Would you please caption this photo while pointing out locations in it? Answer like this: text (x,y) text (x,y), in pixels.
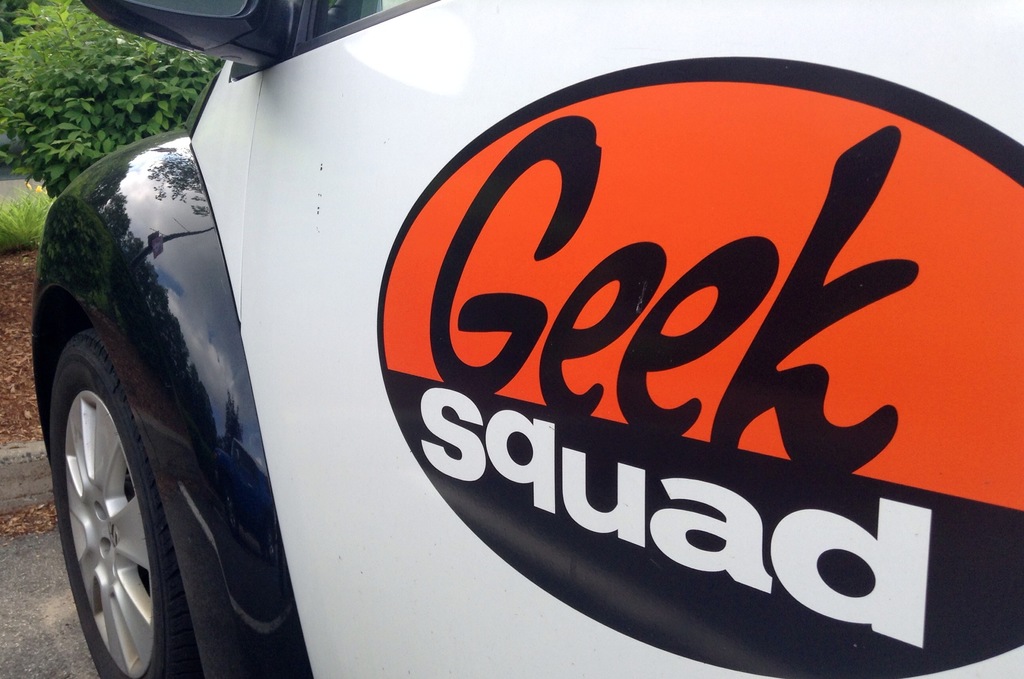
This image consists of a vehicle (324,345). This is clicked outside. There is plant (71,87) in the top left corner (91,99).
